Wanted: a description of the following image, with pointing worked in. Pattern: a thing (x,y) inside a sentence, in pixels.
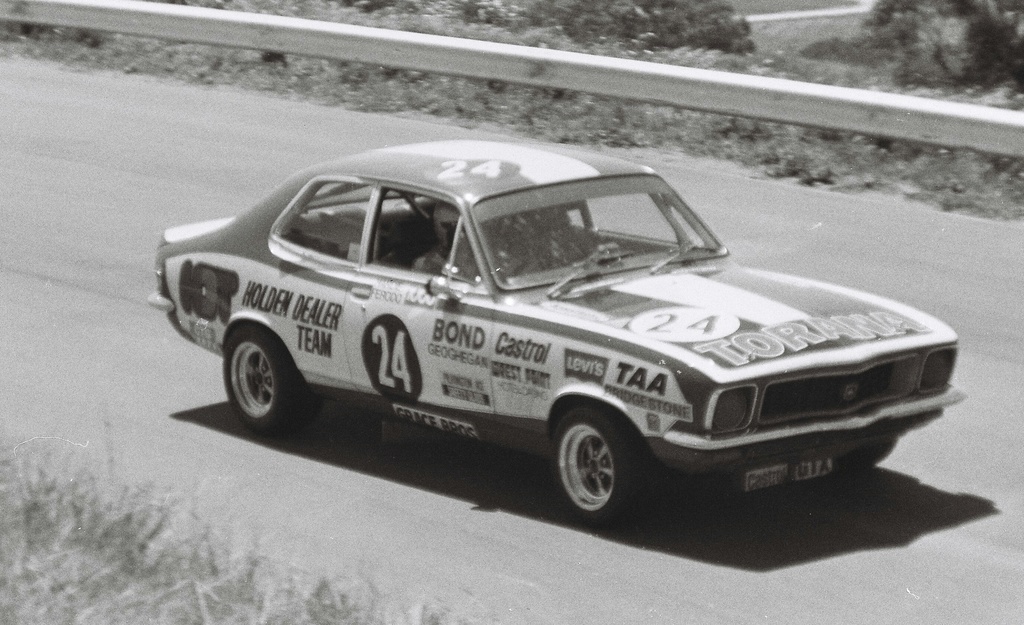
In this image there is road (1007,260), there is a car (474,266) on the road (657,490), there is a person (452,236) driving a car (497,226), there is text (641,381) on the car (580,322), there is number (477,166) on the car (620,386), there is a road safety barrier (902,96), there are plants (926,67) towards the top of the image (567,31), there are plants (203,566) towards the bottom of the image (162,576).
